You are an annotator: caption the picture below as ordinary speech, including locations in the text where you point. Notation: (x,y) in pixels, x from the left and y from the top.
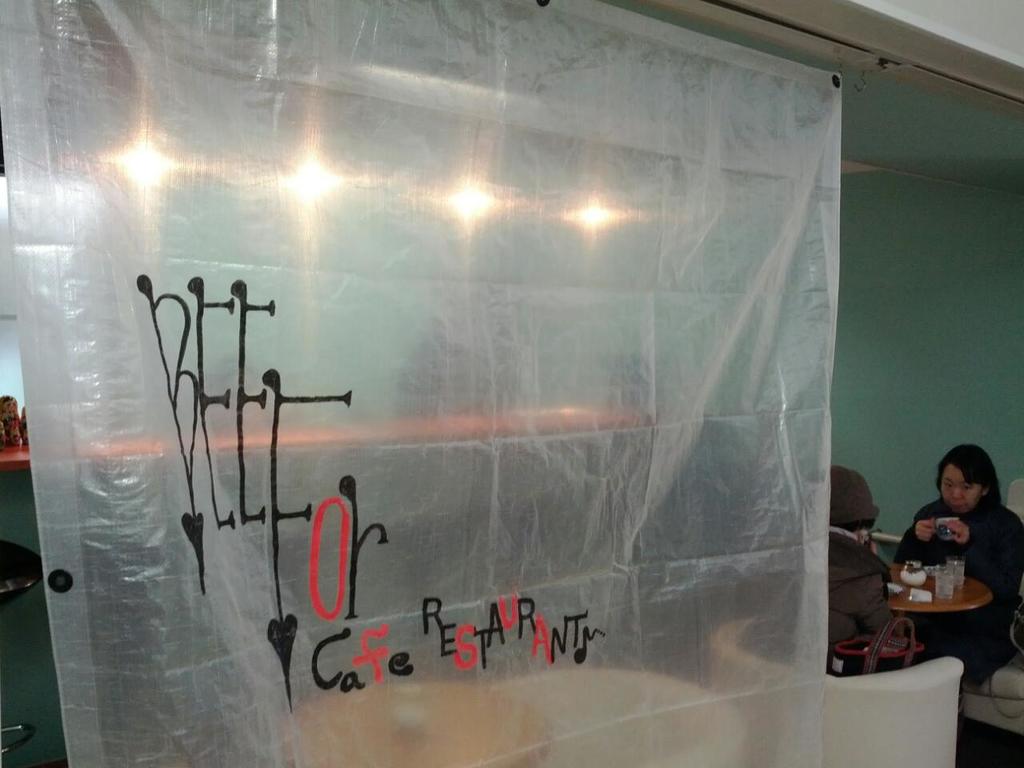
In this image I can see a white color curtain (825,175), through curtain (813,203) I can see lights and green color wall (929,356) and I can see two persons (866,594) in front of the table (961,594), on the table (979,585) I can see glasses (946,586) visible on the right side (944,596).
